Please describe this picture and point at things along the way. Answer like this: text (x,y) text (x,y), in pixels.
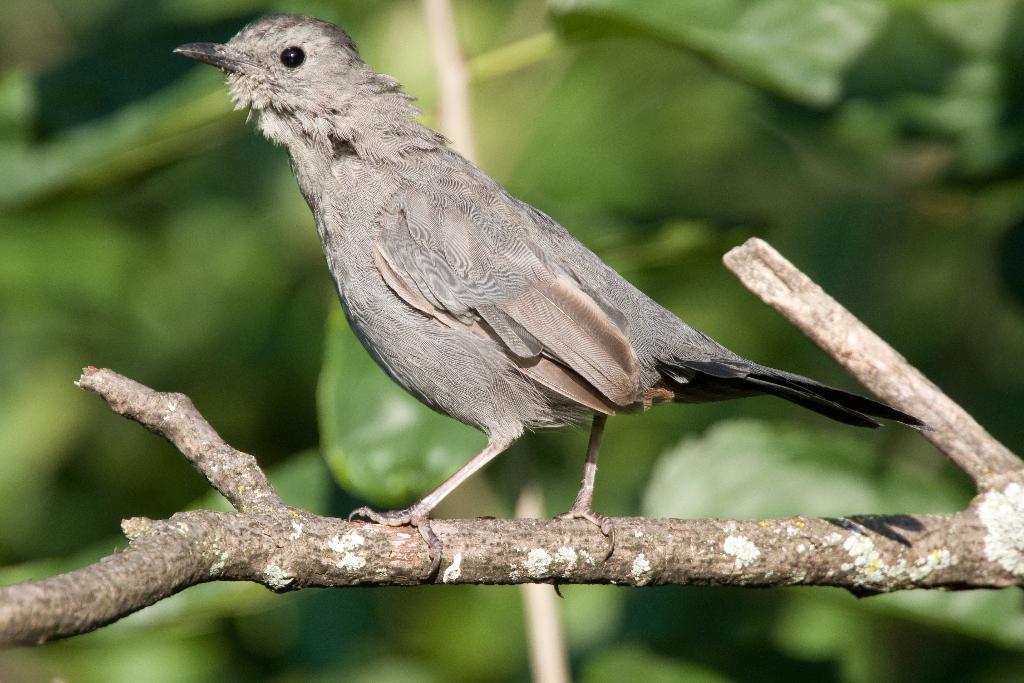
In this image we can see a bird (523,336) is standing on a bark (481,539) of a tree (340,547). The color of the bird (373,187) is in brown, grey and black.
